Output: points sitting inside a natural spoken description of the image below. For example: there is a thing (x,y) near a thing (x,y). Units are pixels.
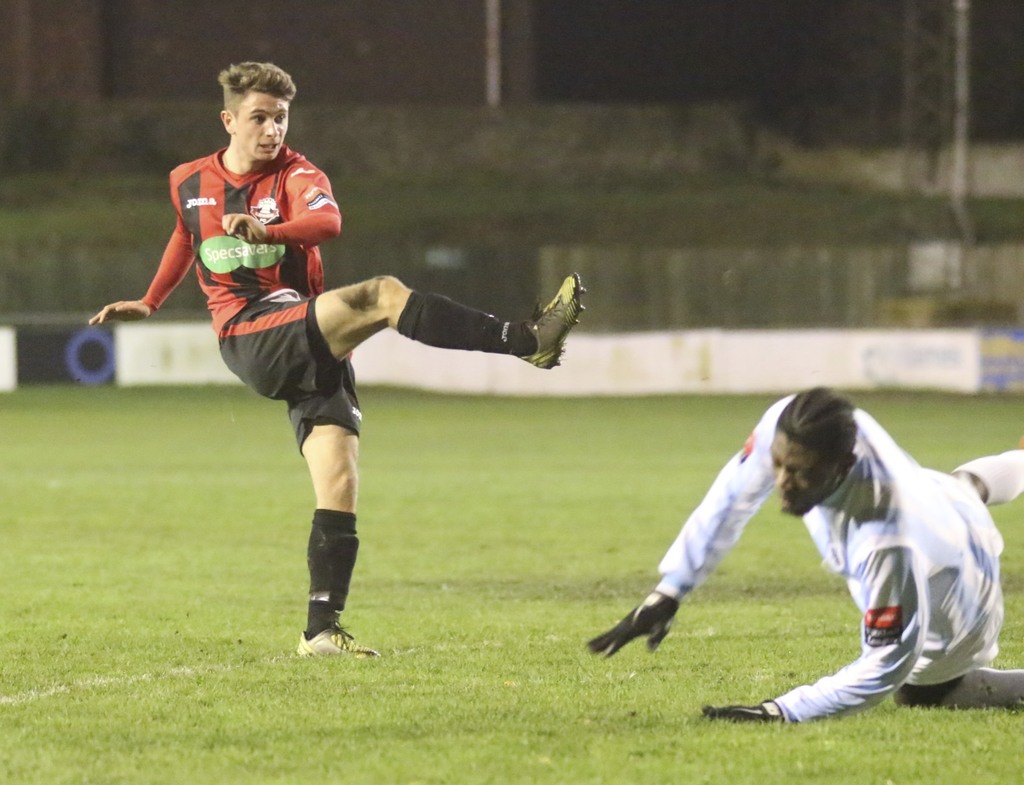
In this picture we can see two men (285,289) on the ground (475,427) and in the background (606,510) we can see grass (484,193), poles (491,53), wall (403,63).
